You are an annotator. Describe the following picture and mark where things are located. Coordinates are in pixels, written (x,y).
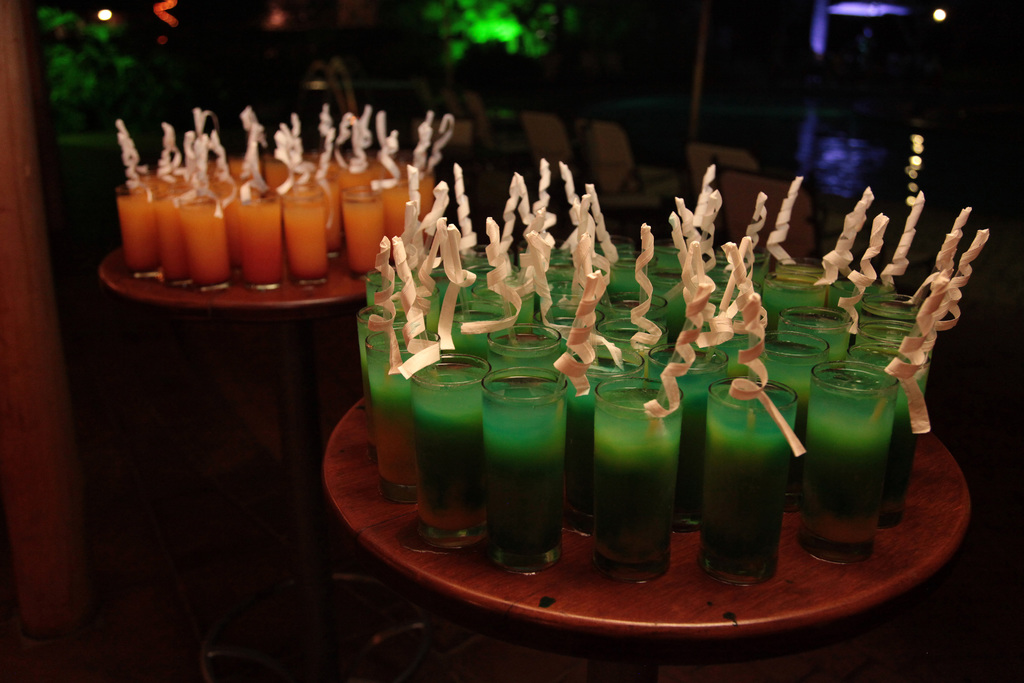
In this picture we can see glasses (429,507) with drinks (434,451) in it and these glasses (487,416) are on tables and in the background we can see chairs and some objects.
